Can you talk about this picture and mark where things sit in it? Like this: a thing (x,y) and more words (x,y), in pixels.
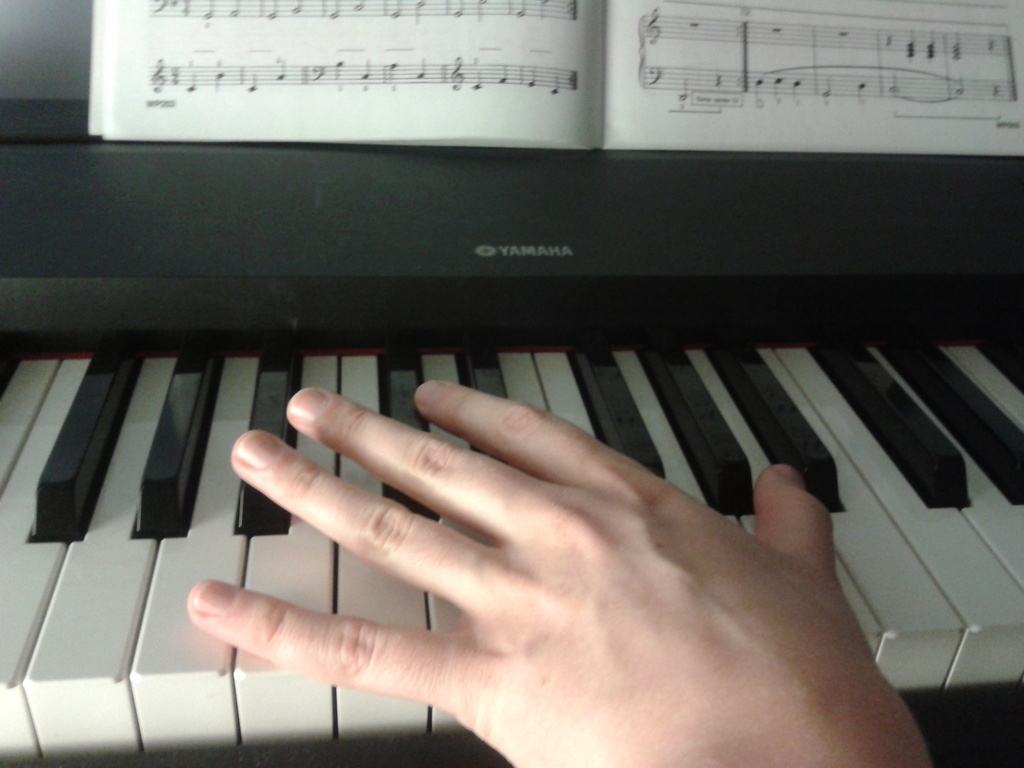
In this image I see a person's hand (902,761) on the piano (514,191) and there is a book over here.
